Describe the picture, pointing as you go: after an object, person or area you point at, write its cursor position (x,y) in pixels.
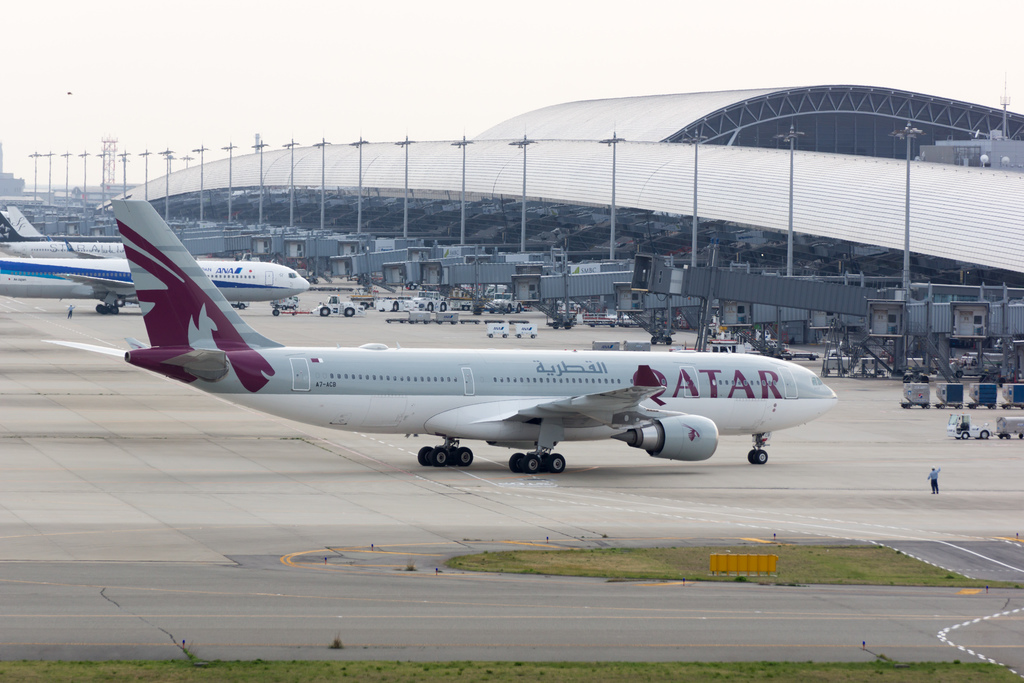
In this image there is one Aeroplane (445,444) in middle of this image (498,413) which is in white color. There are some other Aeroplanes (90,270) at left side of this image (60,285) and there are some trucks (337,312) which is in white color in middle of this image (515,309). There is a building (579,215) at right side of this image (755,186) and there are some poles (68,206) as we can see in middle of this image (616,247). There is one person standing at bottom right side of this image (928,476) and there is a ground (357,451) as we can see at left side of this image (270,524). there is a sky (332,41) at top of this image (420,32).
